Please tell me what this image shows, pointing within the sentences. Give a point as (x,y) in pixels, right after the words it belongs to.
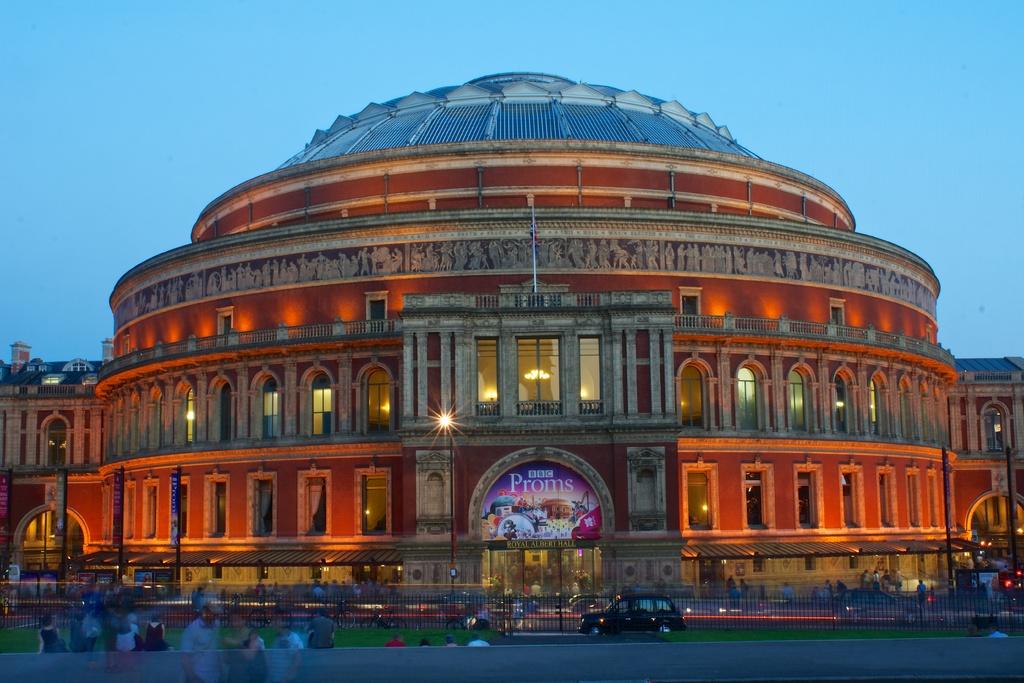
In this image we can see a building (368,547), there are some poles (177,559), boards (170,573), lights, windows (708,511), grass (355,629), people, vehicles (662,598) and fence (351,614), in the background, we can see the sky (955,220).
